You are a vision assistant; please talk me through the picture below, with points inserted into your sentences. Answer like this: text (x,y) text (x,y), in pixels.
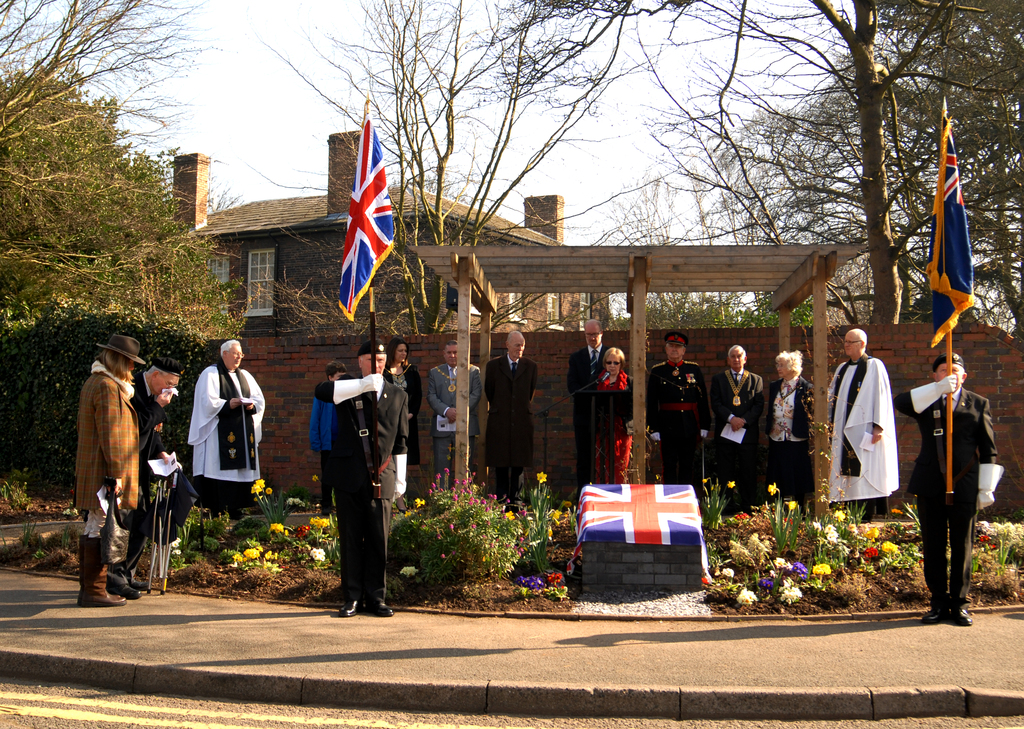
In this image there are group of persons (438,448) standing. In the center (367,436) there are persons (966,505) standing and holding flags (368,240), there are flowers (533,533) and there is a shelter (639,308). In the background (283,371) there are trees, there is a wall (300,358) and there is a house (304,279).
